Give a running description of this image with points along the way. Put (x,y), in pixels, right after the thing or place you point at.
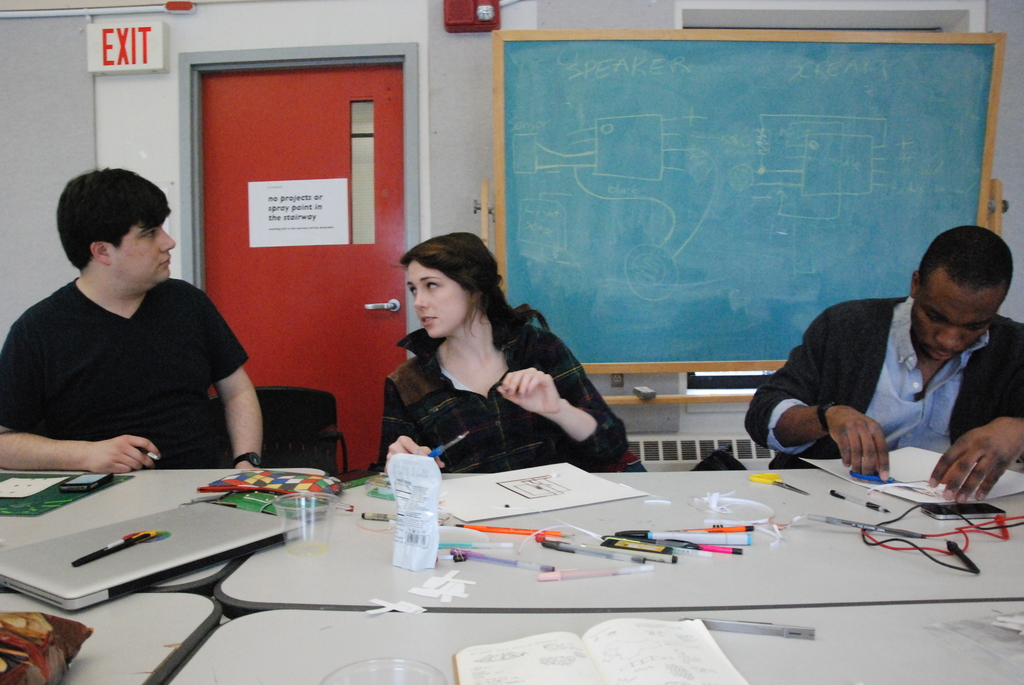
In this picture we can see persons (444,310), here we can see a table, laptop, glasses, papers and in the background (615,333) we can see a door (376,221), board (571,335).
